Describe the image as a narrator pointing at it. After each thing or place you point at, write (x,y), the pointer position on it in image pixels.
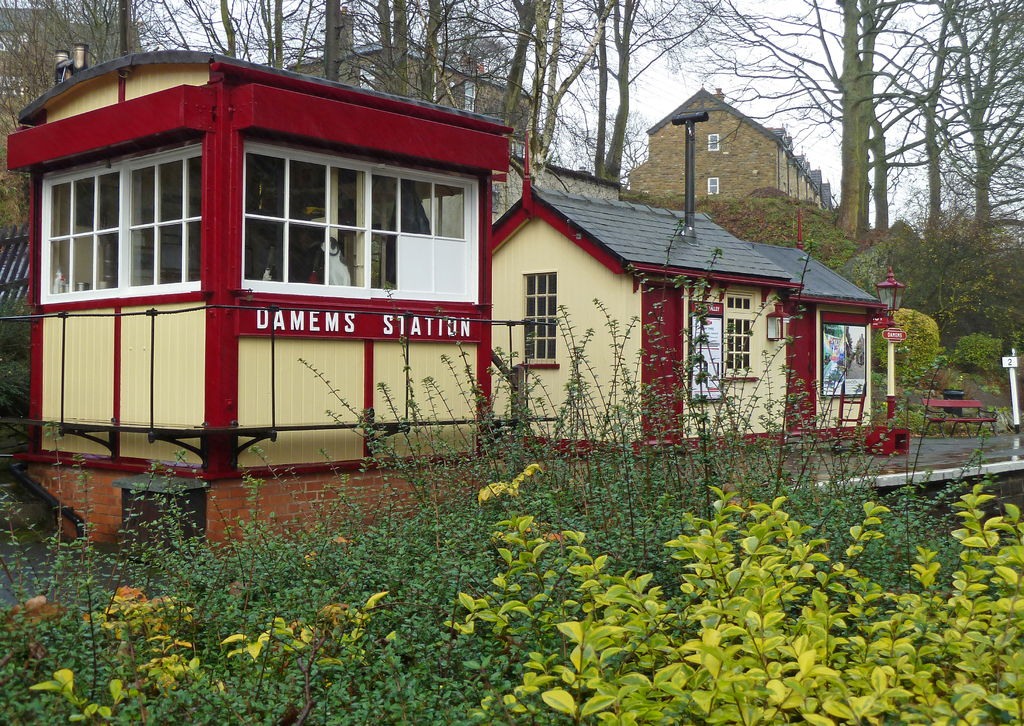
In this image, we can see some homes (659,391), there are some green color plants (531,617), in the background (964,285) there are some trees (516,47), at the top (636,43) there is a sky (761,104).
